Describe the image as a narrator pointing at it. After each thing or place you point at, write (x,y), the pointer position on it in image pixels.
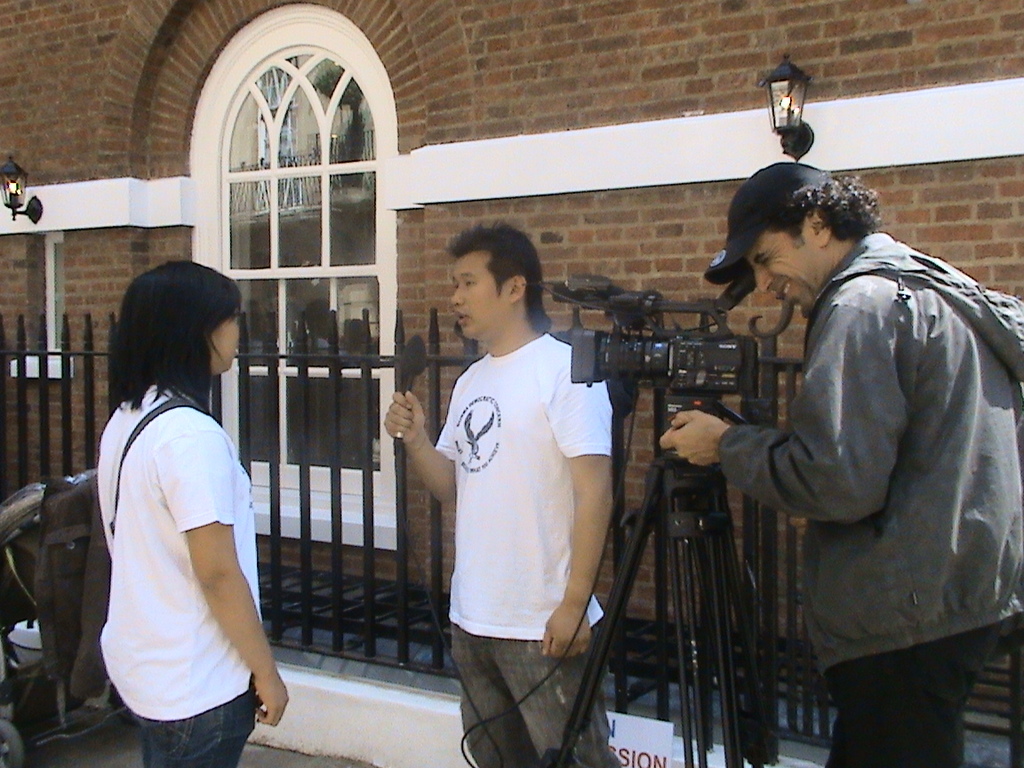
In this image there are two men (470,499) and women (161,552) standing, one man (733,447) is holding a camera (680,369), in the background (13,224) there is a railing (301,340) and a wall (668,171) for that wall (818,40) there is a window (244,237) and lights (16,189).
